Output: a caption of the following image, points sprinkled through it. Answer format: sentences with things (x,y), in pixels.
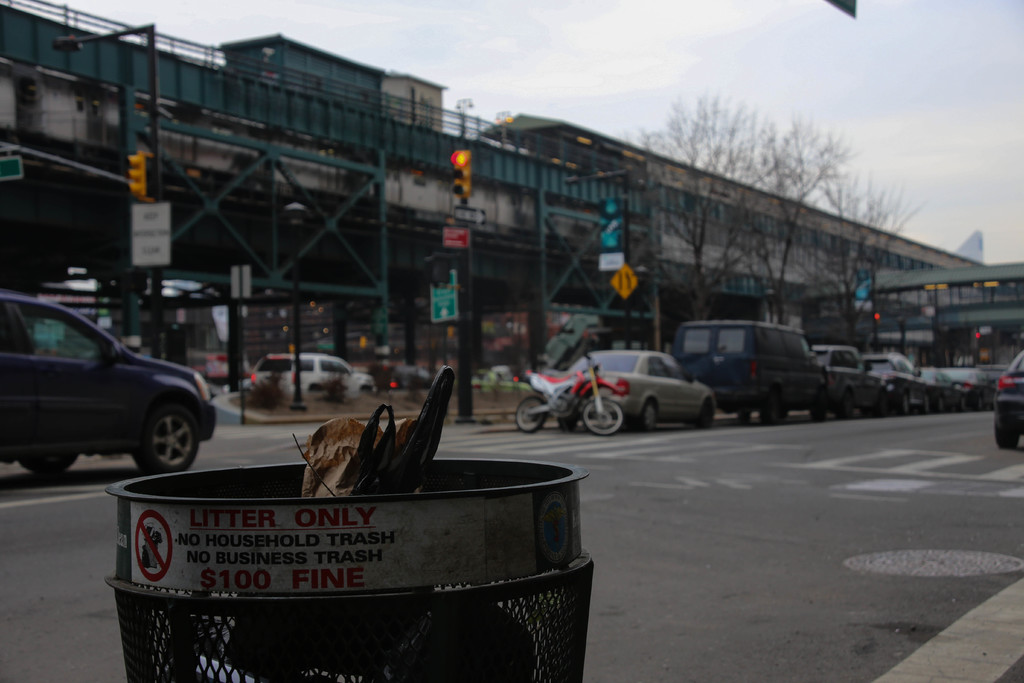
In the image there are few vehicles (8,396) on the road (859,604) with a dustbin (353,560) in the front (353,560), in the back (404,230) there are buildings (897,261), there is a traffic light (457,196) in the middle (462,396) and above its sky (827,59).
